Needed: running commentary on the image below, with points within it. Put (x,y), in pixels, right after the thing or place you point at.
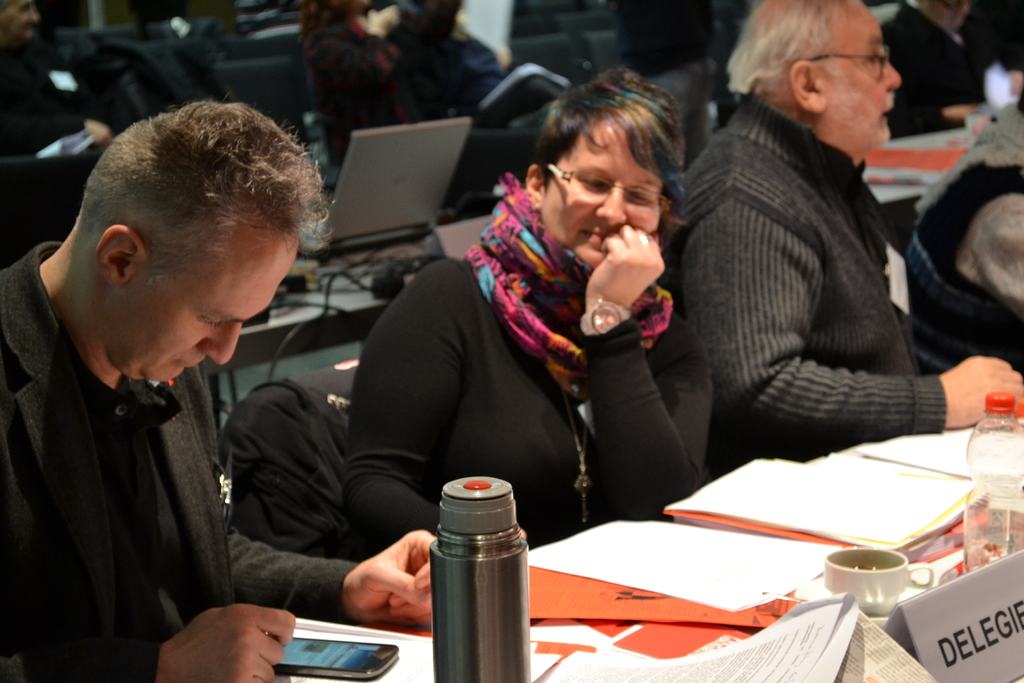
In this image there is a table (739,621), on that table (646,607) there are bottles (1003,503), books (747,595), cups (899,595) and a mobile (363,663), behind the table (713,537) there are people (422,444) sitting on chairs (249,484), in the background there is another table (330,248), on that table (370,261) there is a laptop (384,227) and other objects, behind the table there are chairs (230,91) on that chairs (289,83) people (921,92) are sitting and it is blurred.
